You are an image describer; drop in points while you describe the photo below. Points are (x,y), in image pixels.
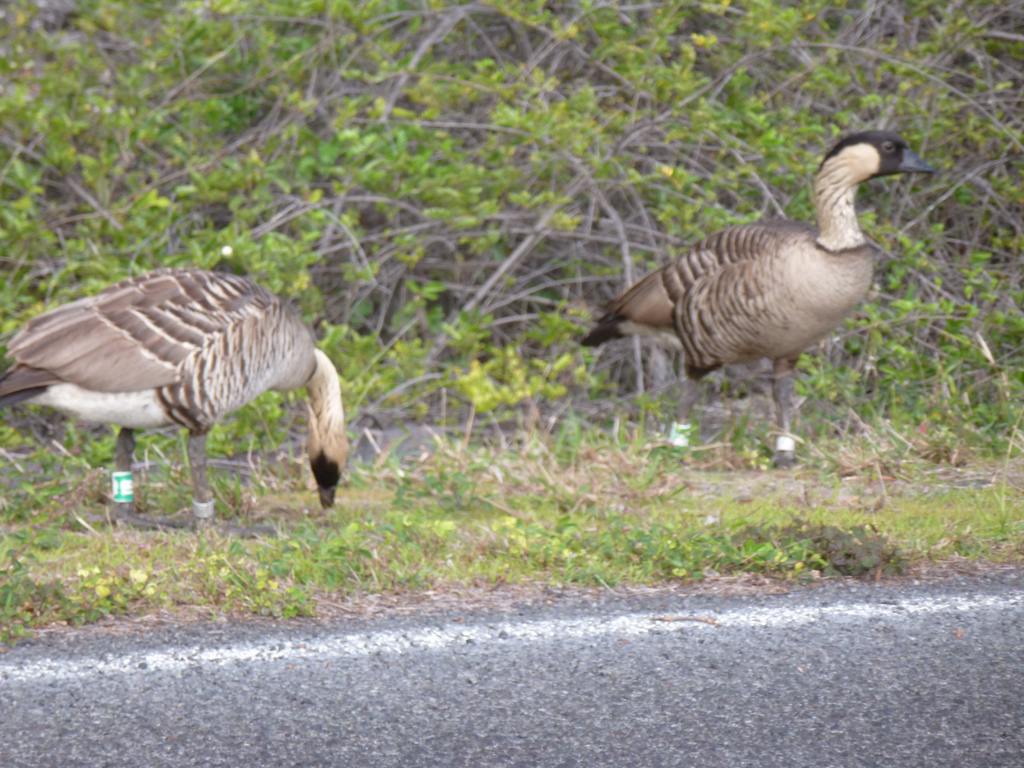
In this image I can see two birds (306,383) which are black, brown and cream in color are standing on the ground (642,471). I can see the road (582,628), some grass (544,465) and in the background (510,396) I can see few plants (365,162).
